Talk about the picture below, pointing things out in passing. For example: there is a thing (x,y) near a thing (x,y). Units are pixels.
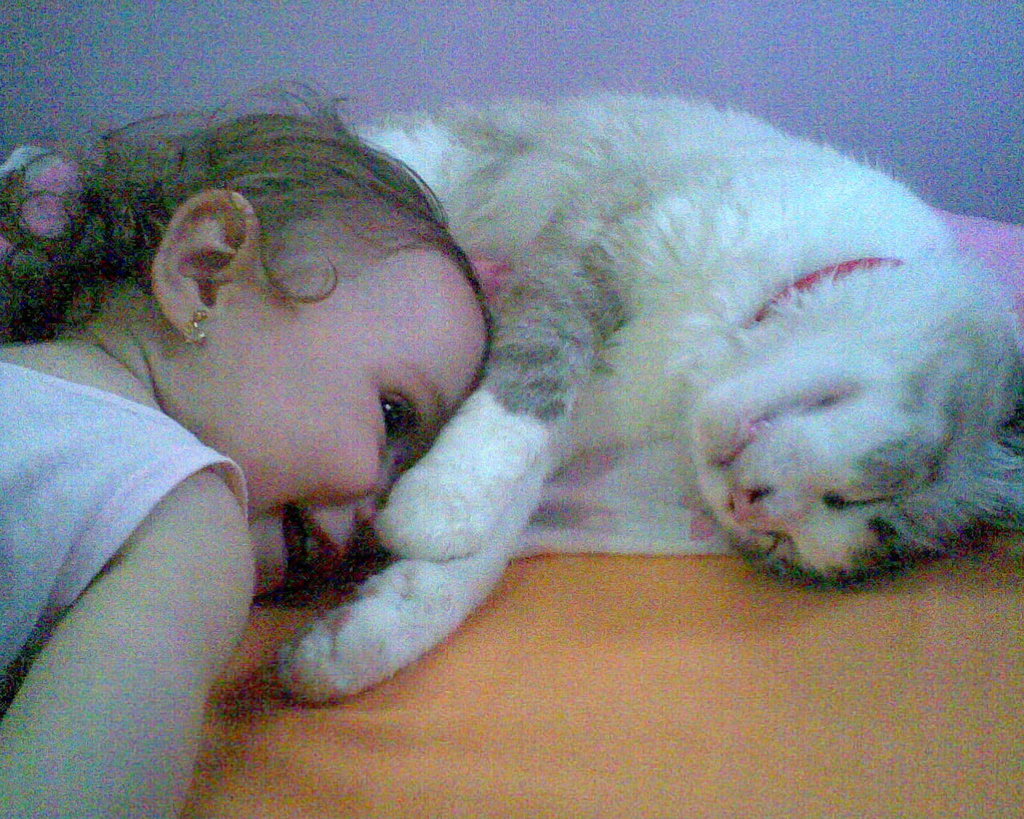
This image consists of a kid (376,451) and cat (673,437). Kid (316,478) is lying on a bed (298,601), the cat (602,448) is in white color it has a Red Band (838,265) on her neck (812,312). She also has earrings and a hair band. The clothes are in white color.
